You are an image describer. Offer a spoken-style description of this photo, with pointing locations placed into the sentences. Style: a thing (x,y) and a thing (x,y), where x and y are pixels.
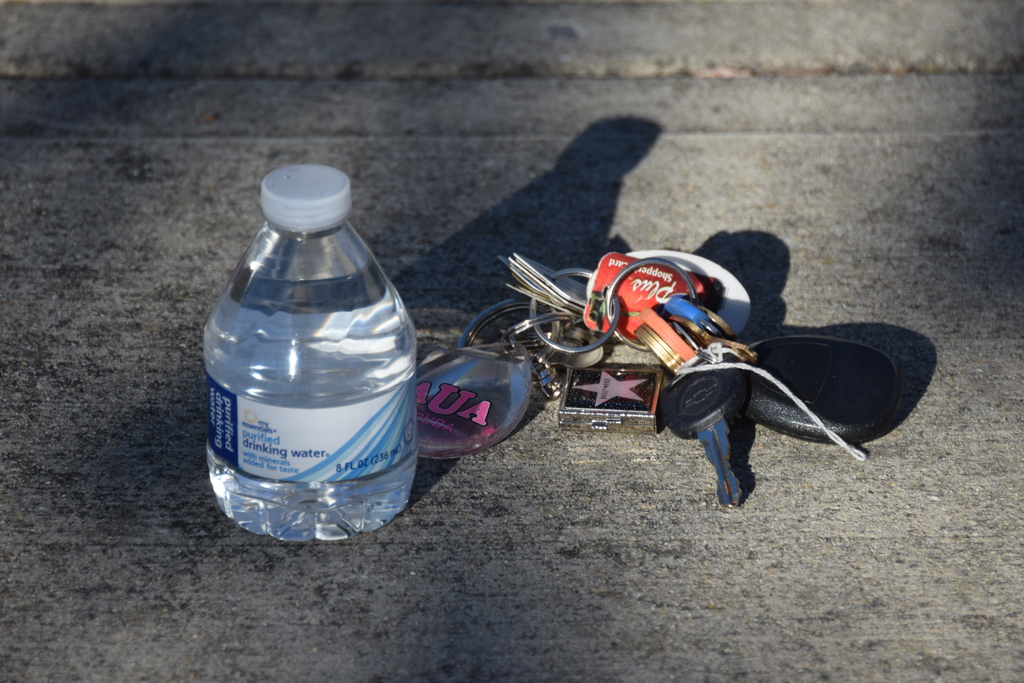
In this photo there is a key chain (537,266), left to the key chain (495,371) there is a water bottle (377,313) both are placed on the floor (826,245).
